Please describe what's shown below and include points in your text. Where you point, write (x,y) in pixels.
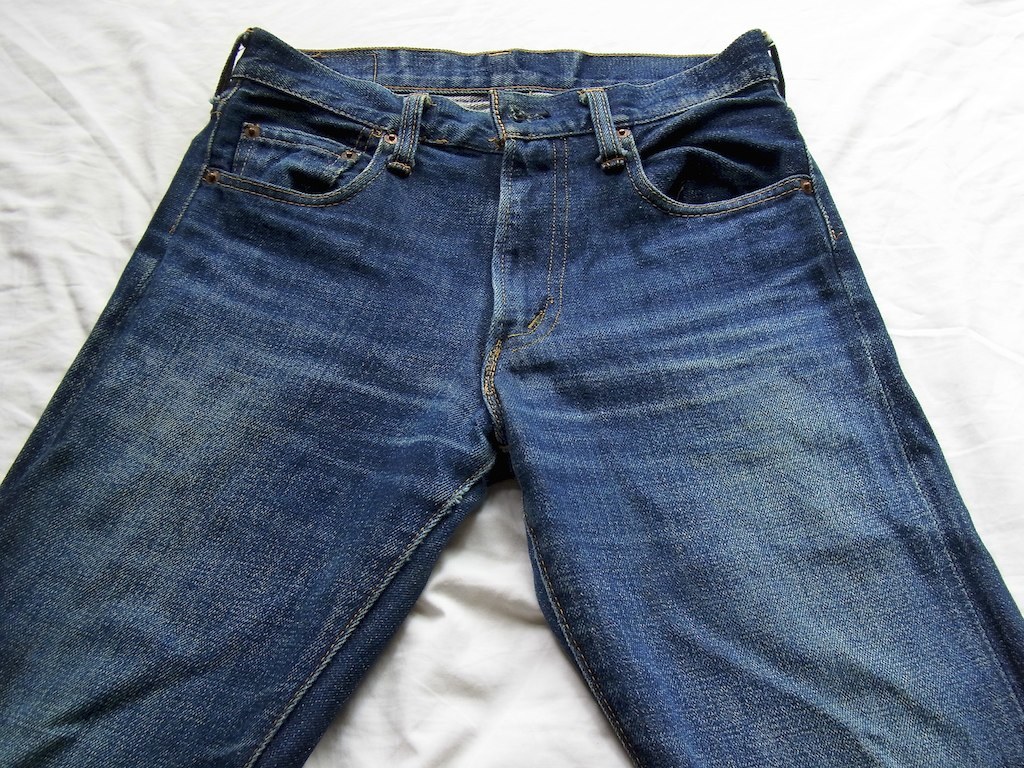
In this image I can see the pant (254,370) in blue color and the pant (414,474) is on the white color cloth (796,17).
